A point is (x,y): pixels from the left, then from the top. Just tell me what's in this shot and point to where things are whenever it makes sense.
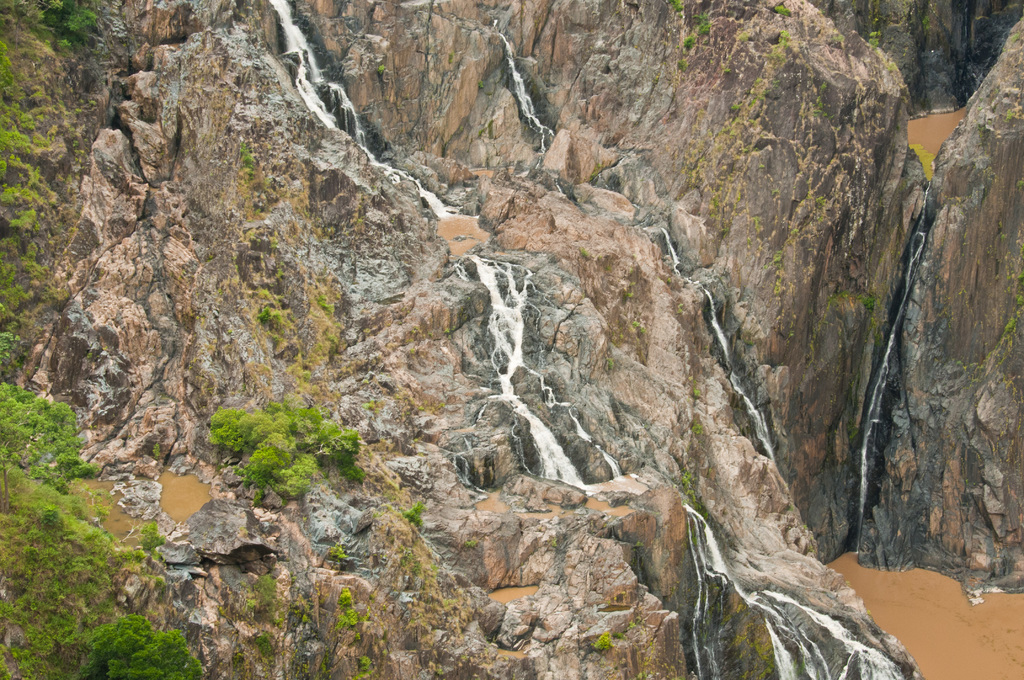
There is a valley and there is water (301,89) flowing through the hills (616,278) into the valley (866,391).
